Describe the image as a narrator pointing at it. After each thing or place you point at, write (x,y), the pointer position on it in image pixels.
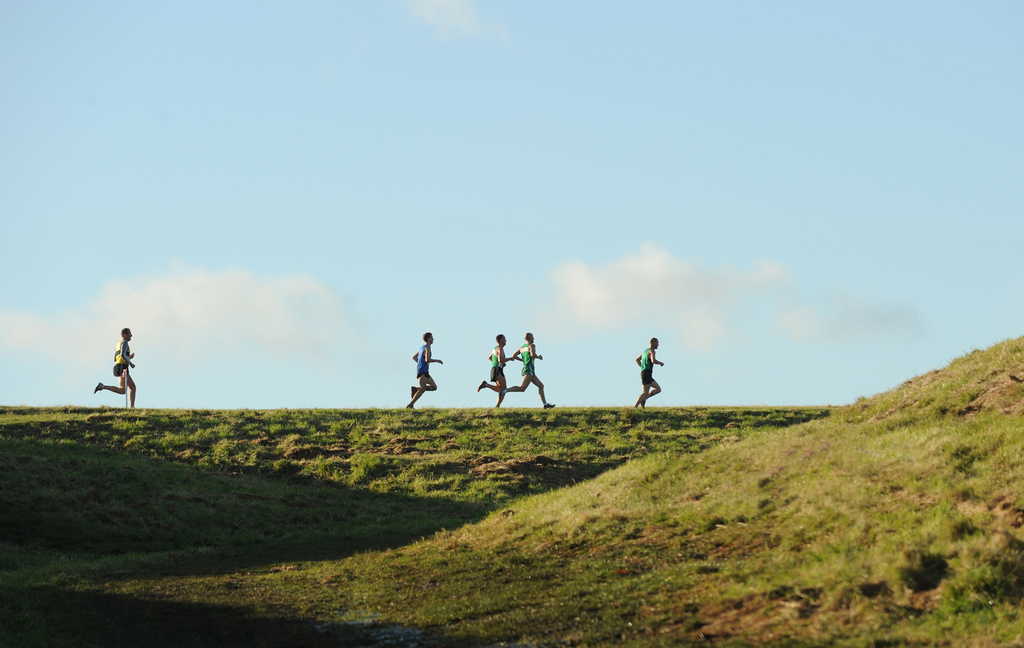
There are people (652,365) in the center of the image (500,408) on the grassland (400,434), it seems like they are running and there is another man (106,389) on the left side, there is sky (500,290) in the image.
